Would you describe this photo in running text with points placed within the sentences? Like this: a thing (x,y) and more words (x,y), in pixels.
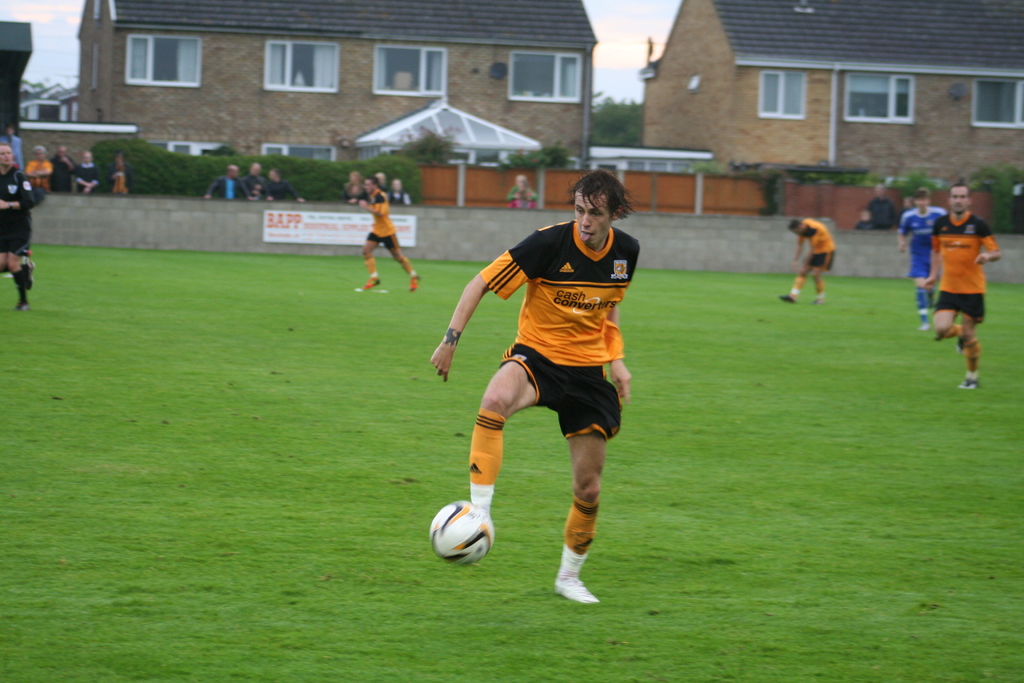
This picture shows few players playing football on a green field (356,444) and we see couple of houses (491,44) and some plants (409,164) around and few people (231,193) standing and watching them.
